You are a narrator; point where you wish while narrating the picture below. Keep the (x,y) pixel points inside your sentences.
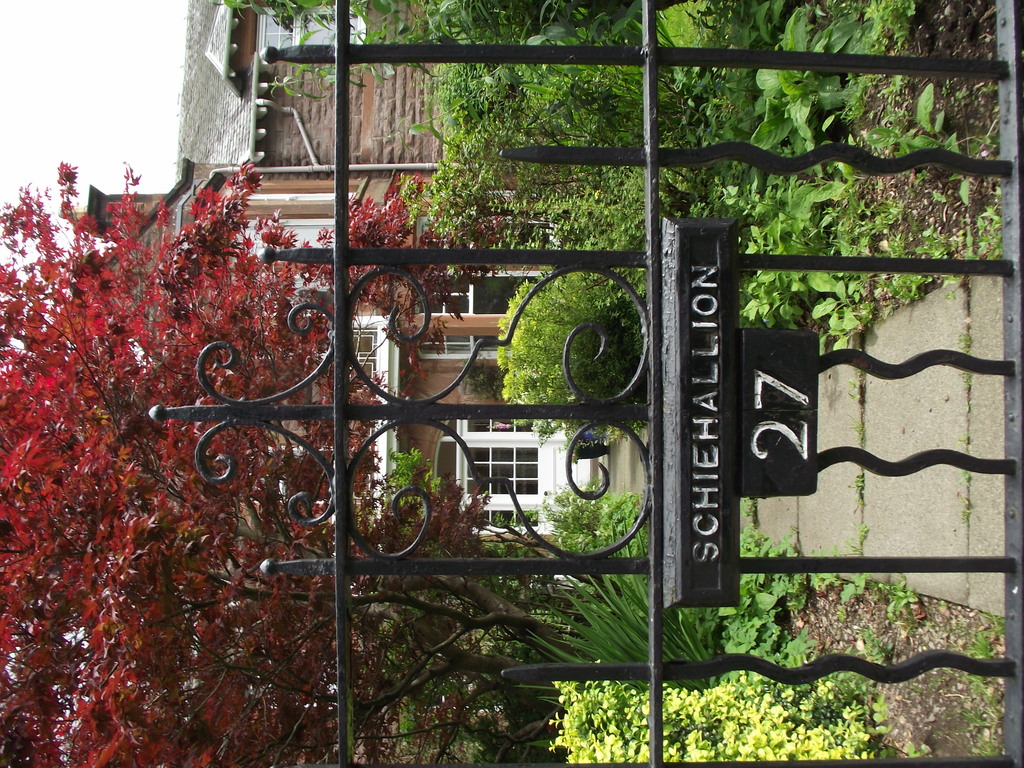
There is a gate (746,478) on the right side of this image (850,494) and there are some trees (474,680) in the background (541,717). There is a building (436,365) in the middle of this image (454,473). As we can see there is a sky (85,104) at the top left corner of this image (121,75).
